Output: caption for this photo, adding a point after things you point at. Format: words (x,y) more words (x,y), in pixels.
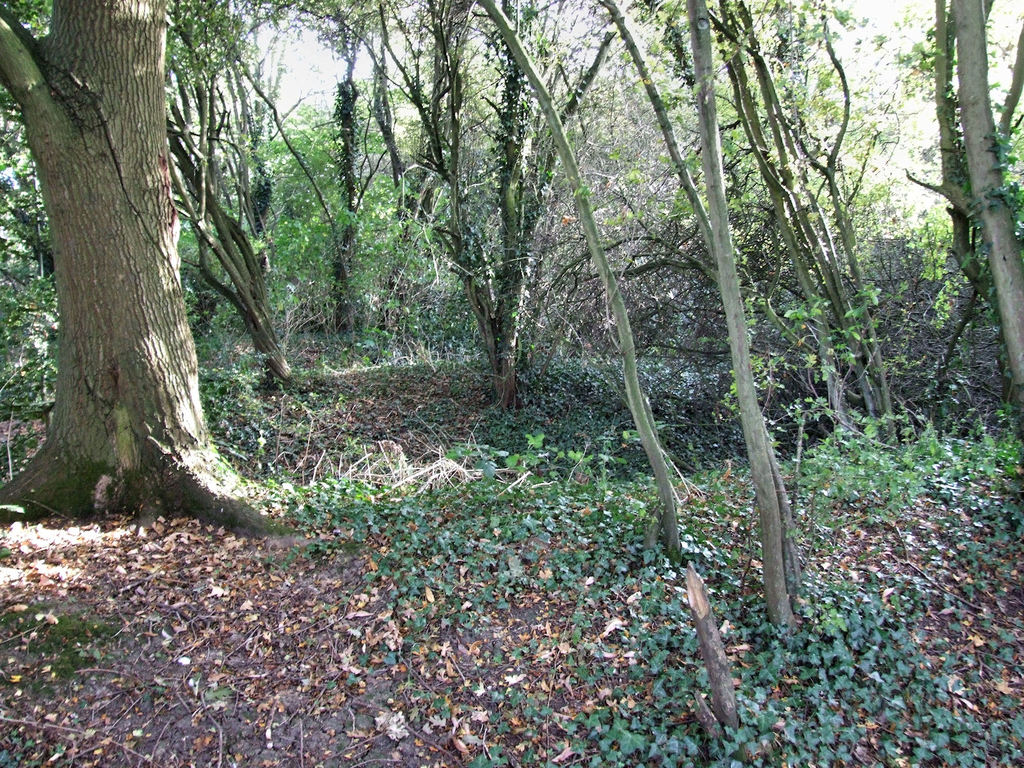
In this image there is tree trunk (101,227) on the left side (98,203). In the background (405,205) there are trees (345,171) with the green leaves (294,184). At the bottom (227,595) there are dry leaves (224,596) and sand (369,680) on the ground (354,685).
